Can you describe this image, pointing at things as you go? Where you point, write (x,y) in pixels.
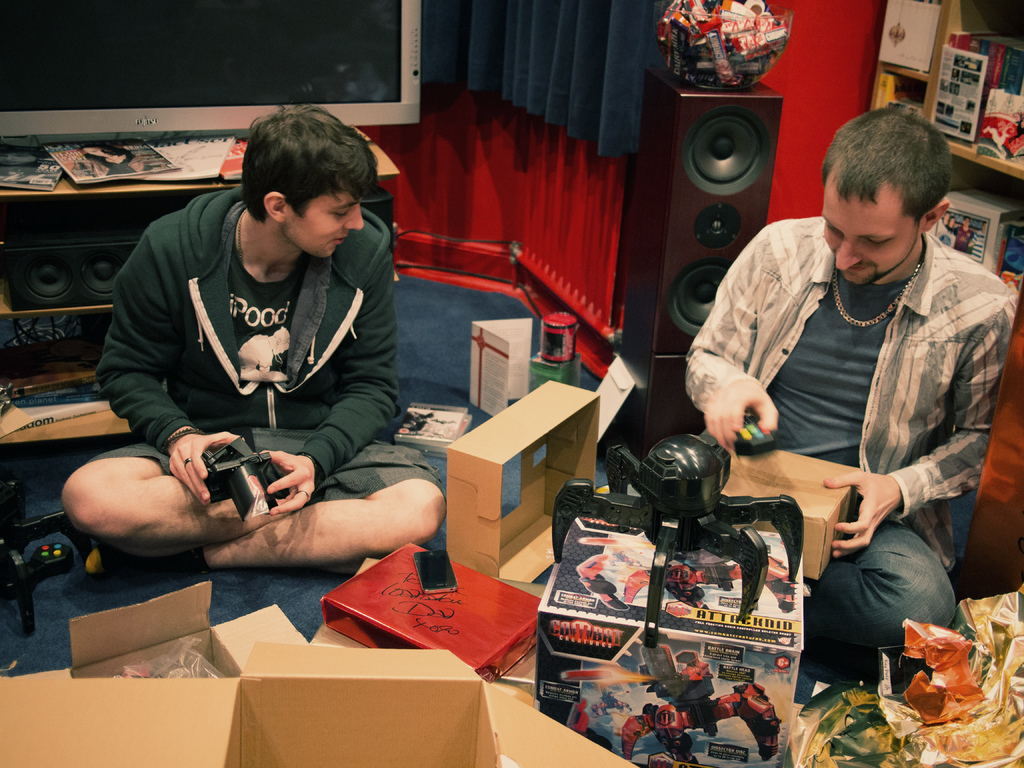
In this image, we can see two men (875,490) sitting and there is a carton box (336,733), in the background (316,97) there is a television (316,97) and we can see some speakers (630,265).
